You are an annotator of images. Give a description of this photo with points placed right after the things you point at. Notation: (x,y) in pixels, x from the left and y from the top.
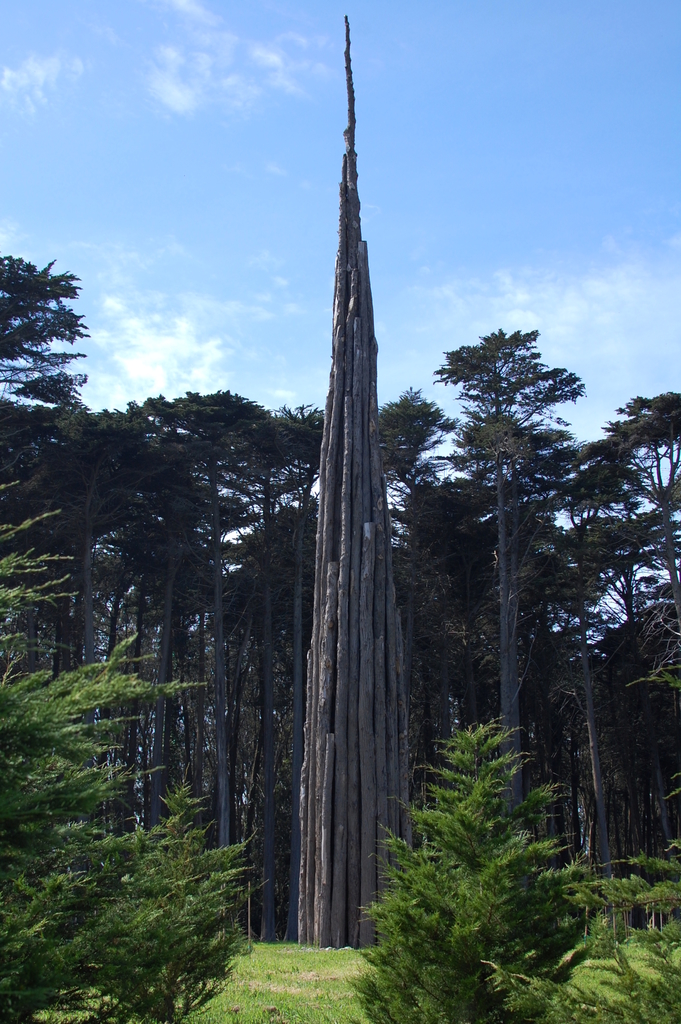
In this image I can see some grass (286,993) on the ground (290,972) and few trees (401,959) which are green in color. I can see number of wooden logs (333,906) and few trees (175,639). In the background (367,183) I can see the sky (210,260).
